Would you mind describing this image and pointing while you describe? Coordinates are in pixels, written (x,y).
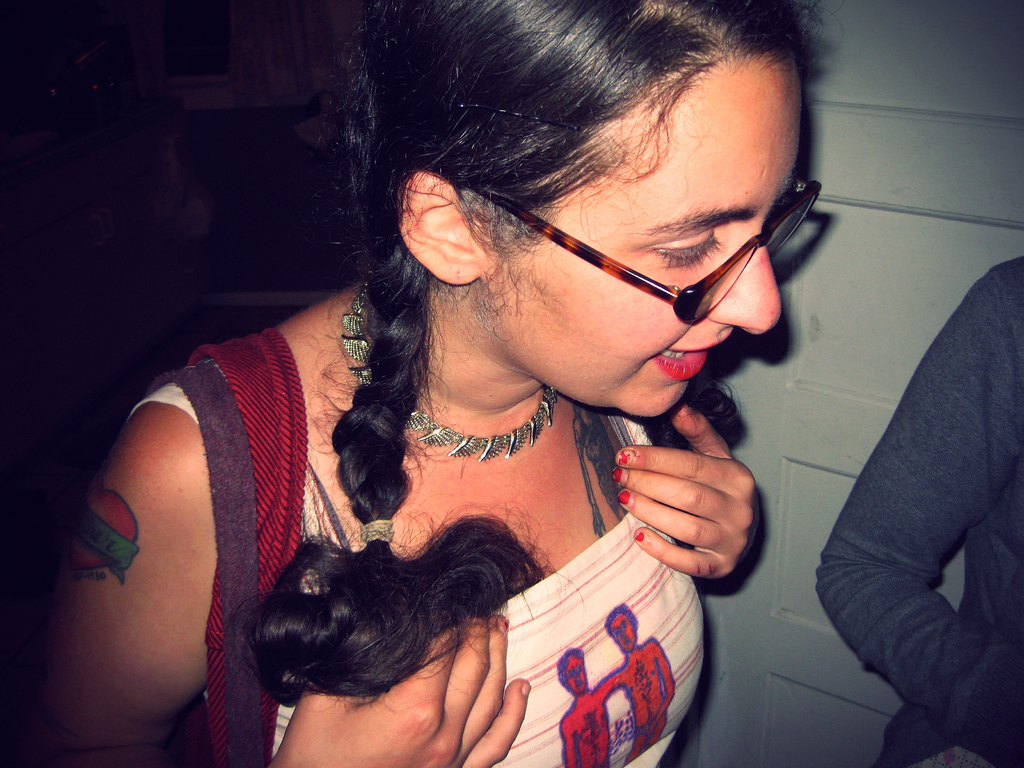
In this image I can see two persons (607,516) standing. In front (673,561) the person (688,551) is wearing cream and red color dress (630,631), background (914,267) the wall (850,332) is in light gray color.
